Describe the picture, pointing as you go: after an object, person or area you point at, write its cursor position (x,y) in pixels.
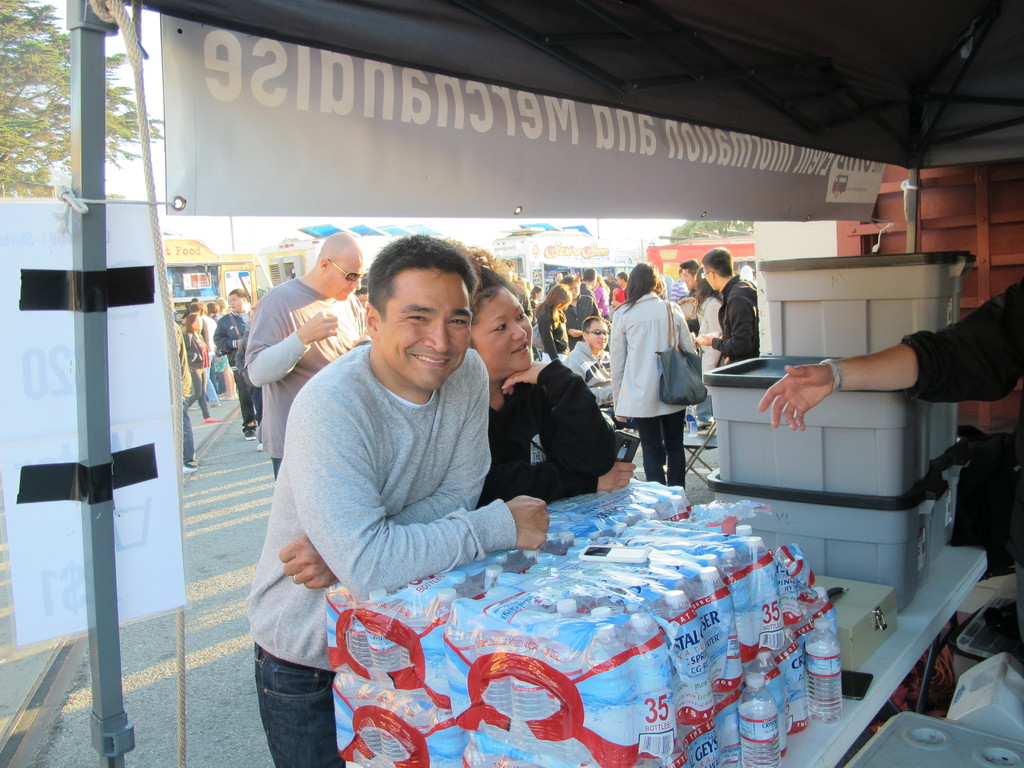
In the center of the image (439,428) we can see two persons (471,446) are standing and they are smiling. In front of them, there is a table (804,730). On the table (818,736), we can see boxes (836,531), water bottles (629,579) in the plastic packets (620,673), one phone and a few other objects (831,643). In the right side of the image (961,453), we can see one person (965,399) standing and we can see few other objects (962,722). In the background (59,42) we can see the sky (115,176), trees (64,65), shops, banners (831,159), poles (81,55), few people (305,343) are standing, few people (708,280) are holding some objects (687,352) and a few other objects (681,363).
